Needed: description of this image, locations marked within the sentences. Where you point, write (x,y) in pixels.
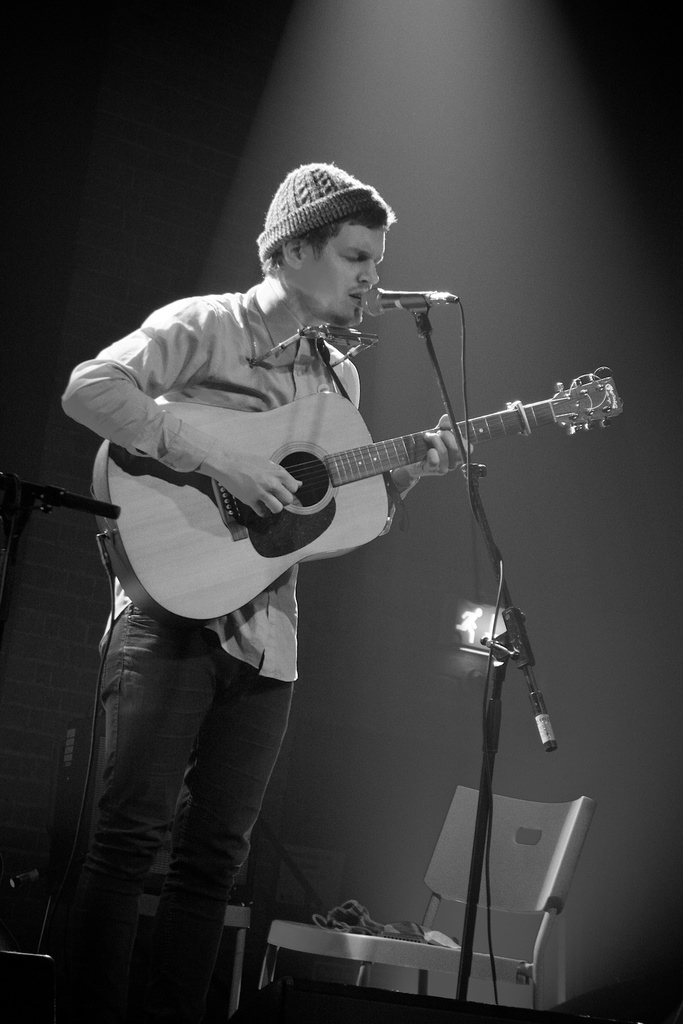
In this picture there is a person (165,671) standing and holding guitar (328,475). There is a microphone (426,297) with stand (428,306). There are chairs (304,943). On the chair (338,934) we can see cloth (365,921). He wore cap (318,207). In this background (476,621) We can see board (468,624).
